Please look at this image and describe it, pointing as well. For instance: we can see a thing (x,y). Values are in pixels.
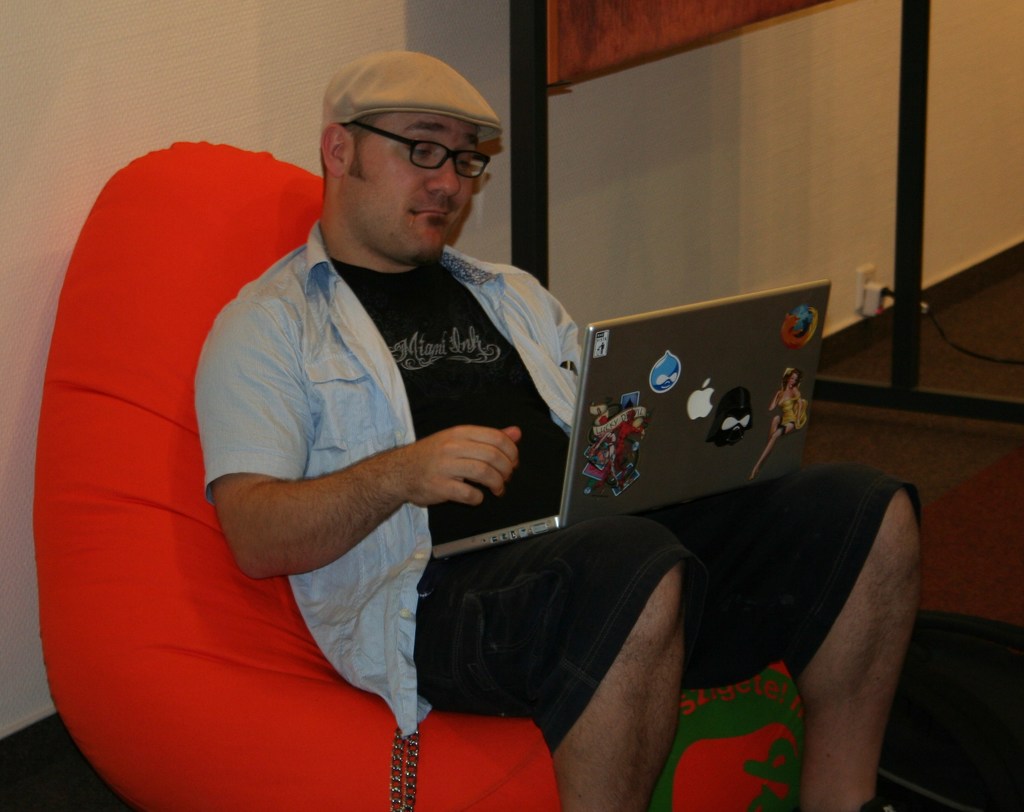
In this image we can see a person (446,376) wearing a t shirt (454,410), spectacles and a brown cap (403,85) is sitting on a chair (152,358) placed on the ground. Holding a laptop (689,436) on his legs (604,537). In the background (628,114), we can see a glass door (739,141).
